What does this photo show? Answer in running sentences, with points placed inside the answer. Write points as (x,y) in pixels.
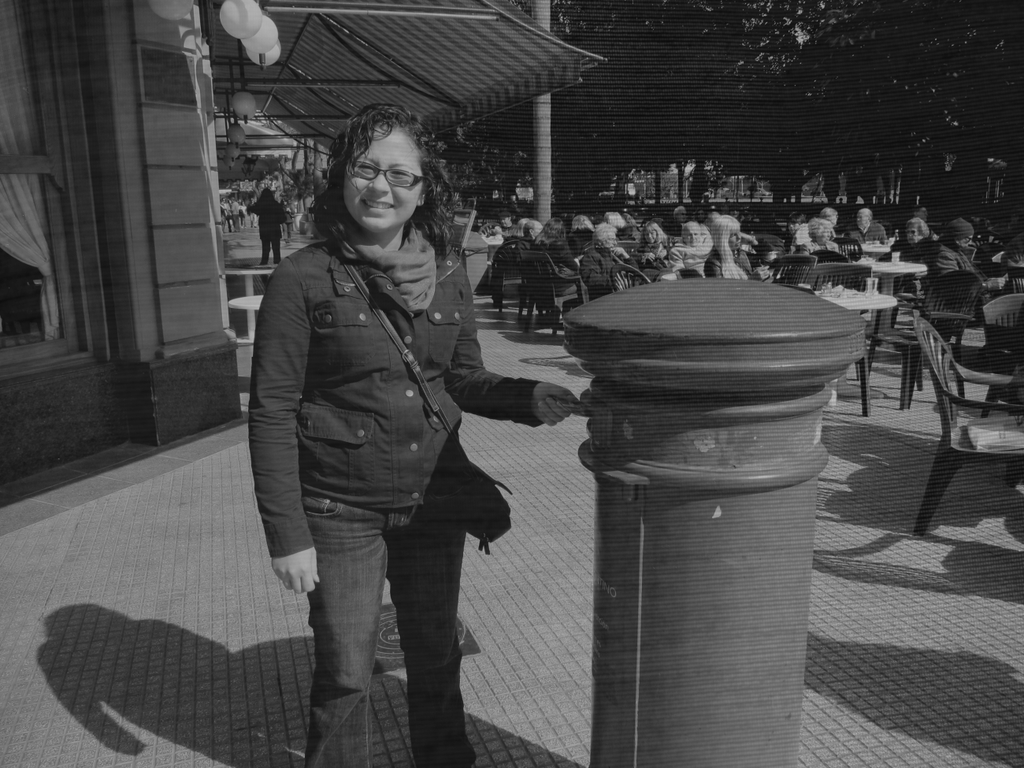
In this image I can see a person (379,299) standing near an object (610,536). There are group of people (945,263), there are chairs (975,296), tables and there are some objects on the tables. There are trees (481,129), balloons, there is a building (54,216), window (56,222), curtain (14,124) and there is a pole (538,113).
